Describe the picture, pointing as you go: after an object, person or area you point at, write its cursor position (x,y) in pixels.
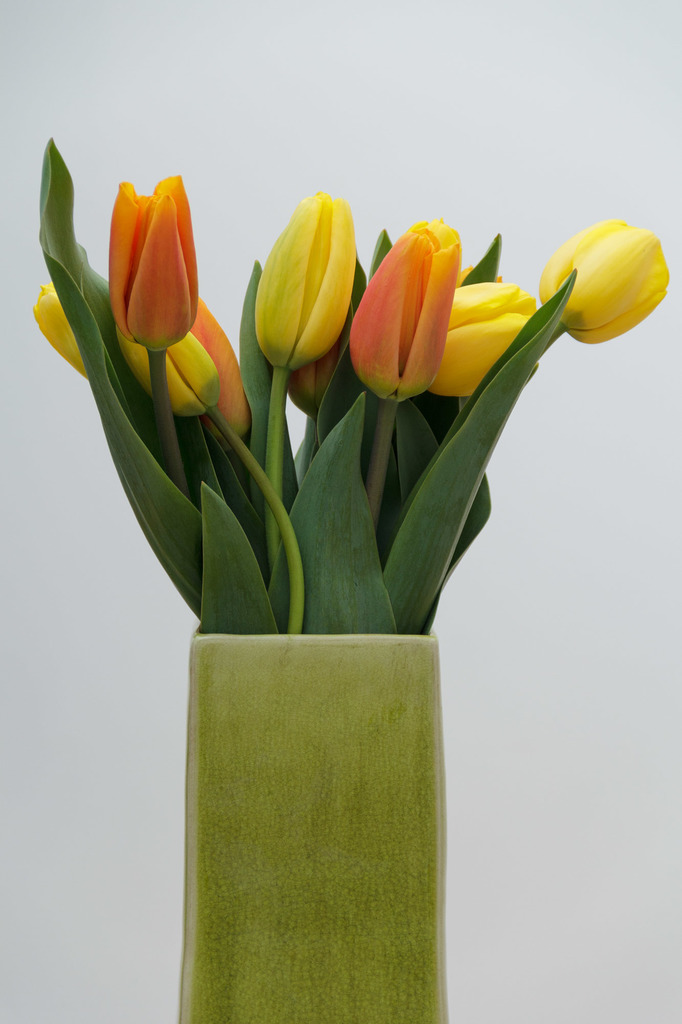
In this image in front (386,740) there is a flower pot (367,921). On the backside (516,589) there is a wall (389,113).
